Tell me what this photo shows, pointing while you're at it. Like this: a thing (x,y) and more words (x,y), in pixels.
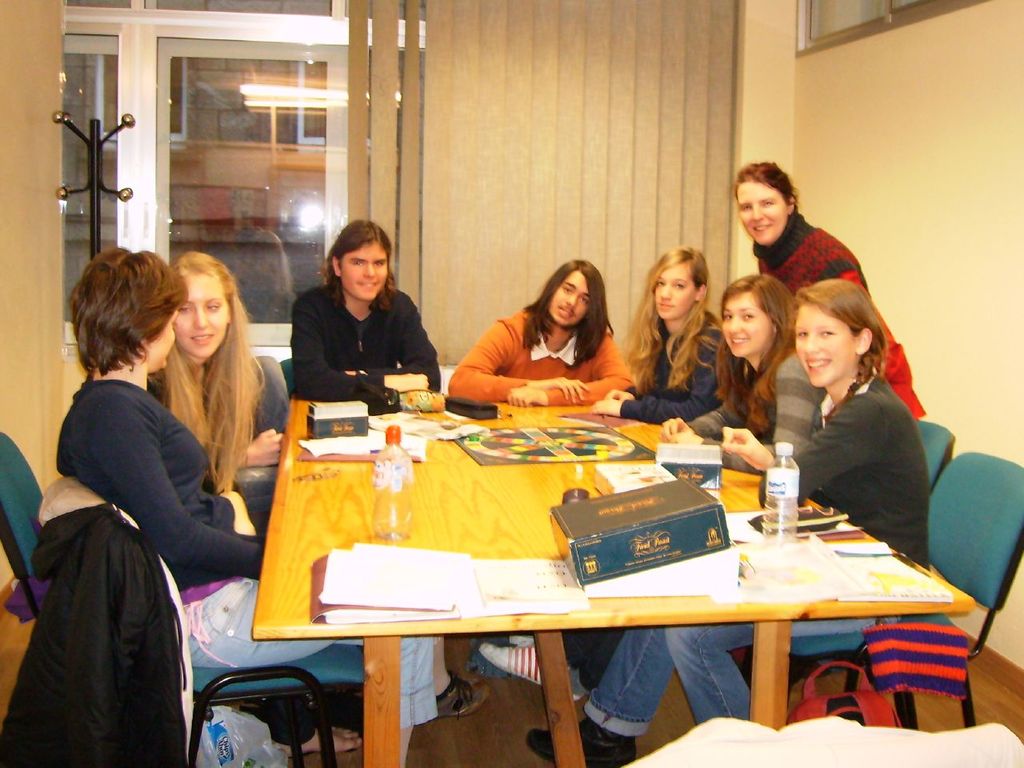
Most persons (845,465) are sitting on a chair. On this table (492,479) there are bottles (780,520), papers (521,594), files (827,534) and things (622,517). On this chair (82,569) there is a jacket (95,557).
